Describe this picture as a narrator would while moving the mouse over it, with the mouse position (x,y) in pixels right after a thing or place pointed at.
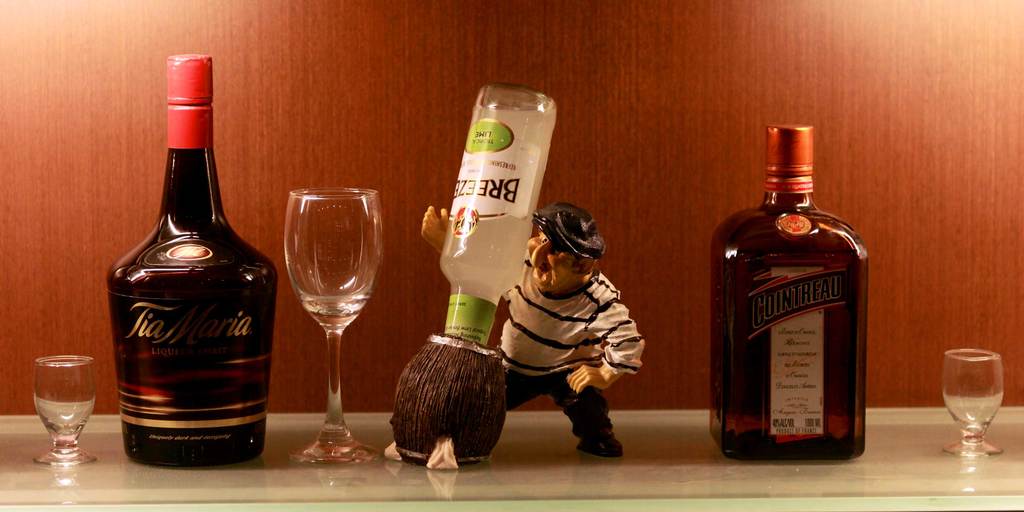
In the given image we can see bottle (252,336), wine glass (364,273) and a person (559,330) wearing a cap (554,234). This is a toy (513,314).
